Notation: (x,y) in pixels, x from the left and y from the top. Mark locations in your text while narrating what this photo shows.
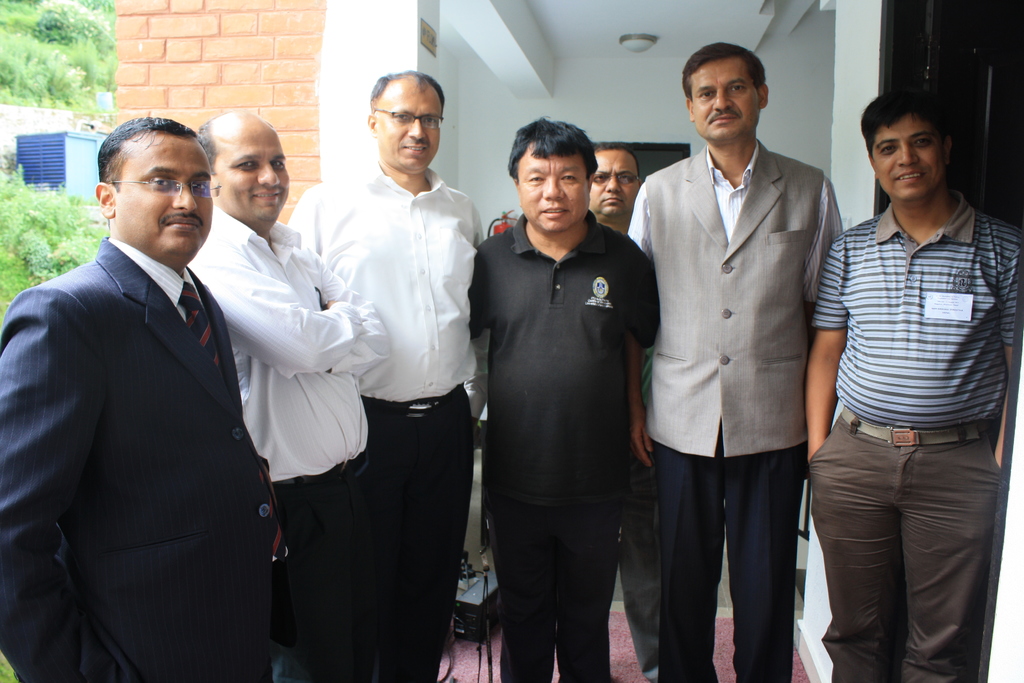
In this image we can see the people (546,333) standing. In the background (563,103) we can see the wall (633,103), doors (923,50) and also the light (637,38) attached to the ceiling (573,38). On the left (40,210) we can see the plants (46,222), wall (59,127) and also some other objects (83,145).
